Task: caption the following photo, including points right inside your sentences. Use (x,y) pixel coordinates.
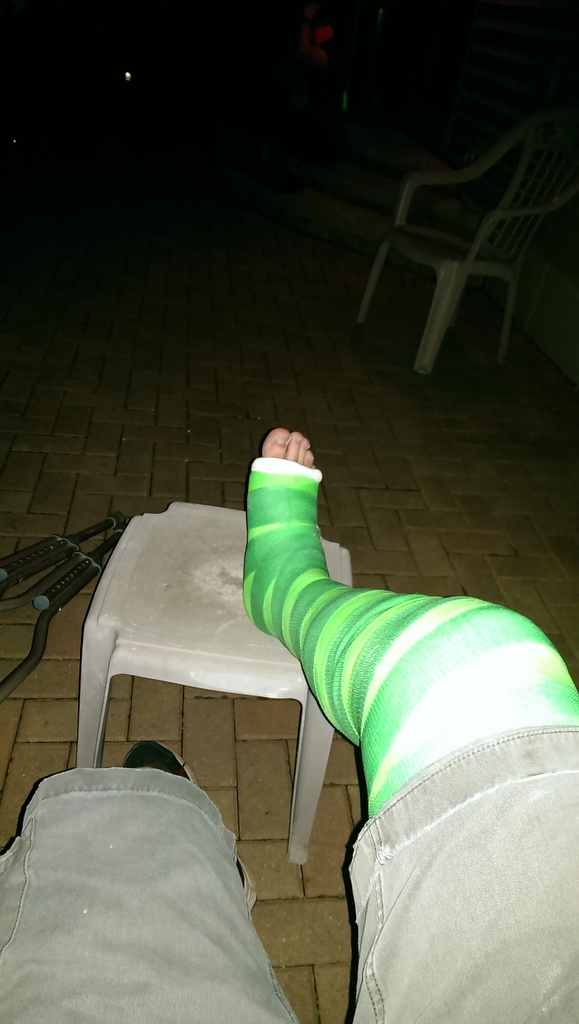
In this picture we can see legs (416,869) of people (287,642), chair (135,671) and objects (89,558) on the floor (89,548). In the background of the image (240,47) it is dark and we can see chair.
